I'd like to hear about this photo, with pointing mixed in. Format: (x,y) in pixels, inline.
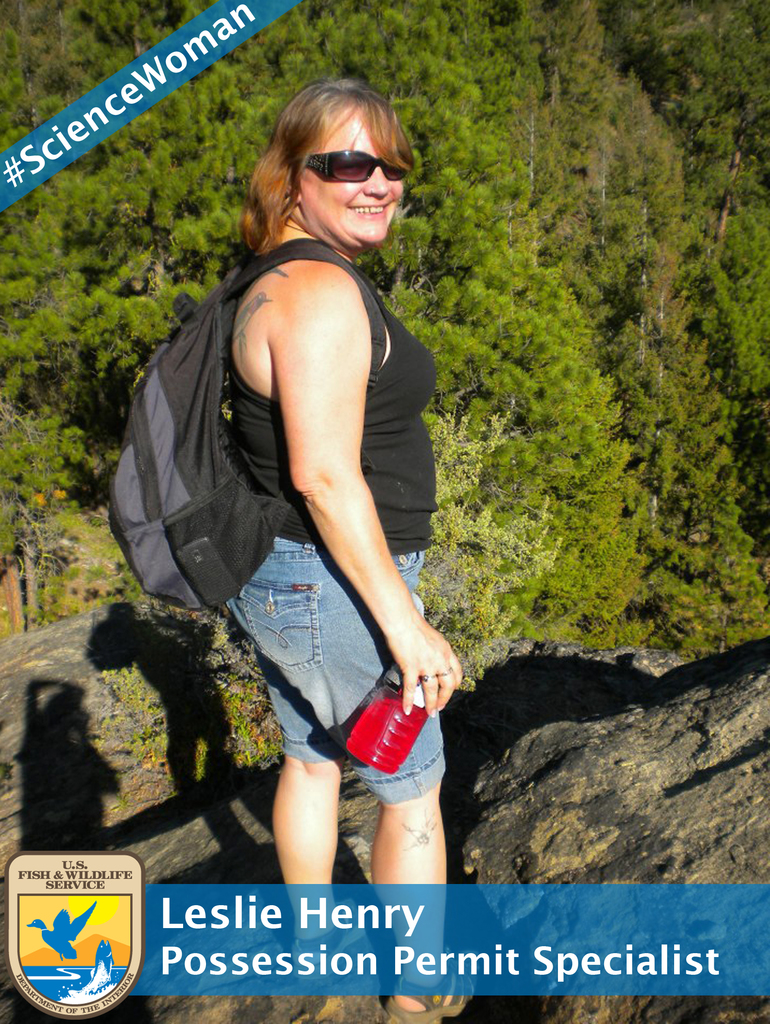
In this image we can see a woman (367,337) wearing goggles (357,170) and carrying a bag (228,479) is holding a bottle (399,707) in her hand (402,669). In the bottom of the image (348,954) we can see some text (329,927) and in the background (694,546) we can see a group of trees (640,528).
